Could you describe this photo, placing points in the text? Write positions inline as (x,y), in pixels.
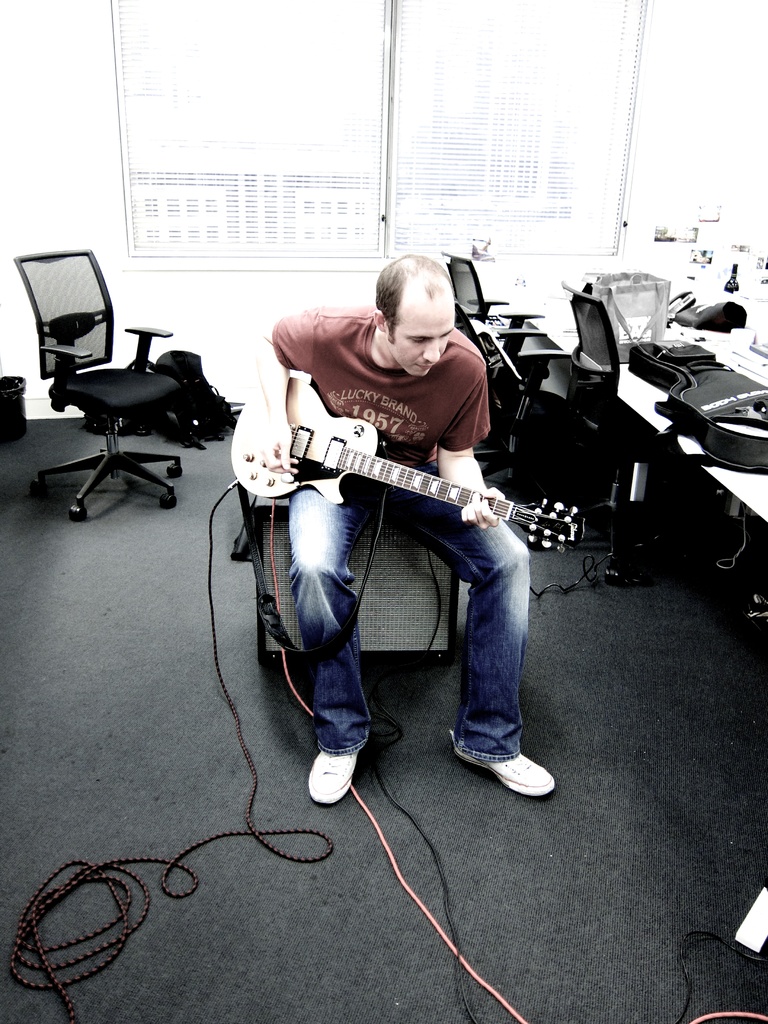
This picture is taken inside a room (644,771). There is a man (459,422) sitting on amplifier (408,599) and playing electric guitar (281,482). There are chairs (112,400) and tables (622,378) in the room (653,379). On the table (631,383) there is a guitar bag (731,407). On the floor (616,714) there is carpet (215,936) and cables (139,925). In the background (45,134) there is wall (46,121) and window blinds (269,184).
